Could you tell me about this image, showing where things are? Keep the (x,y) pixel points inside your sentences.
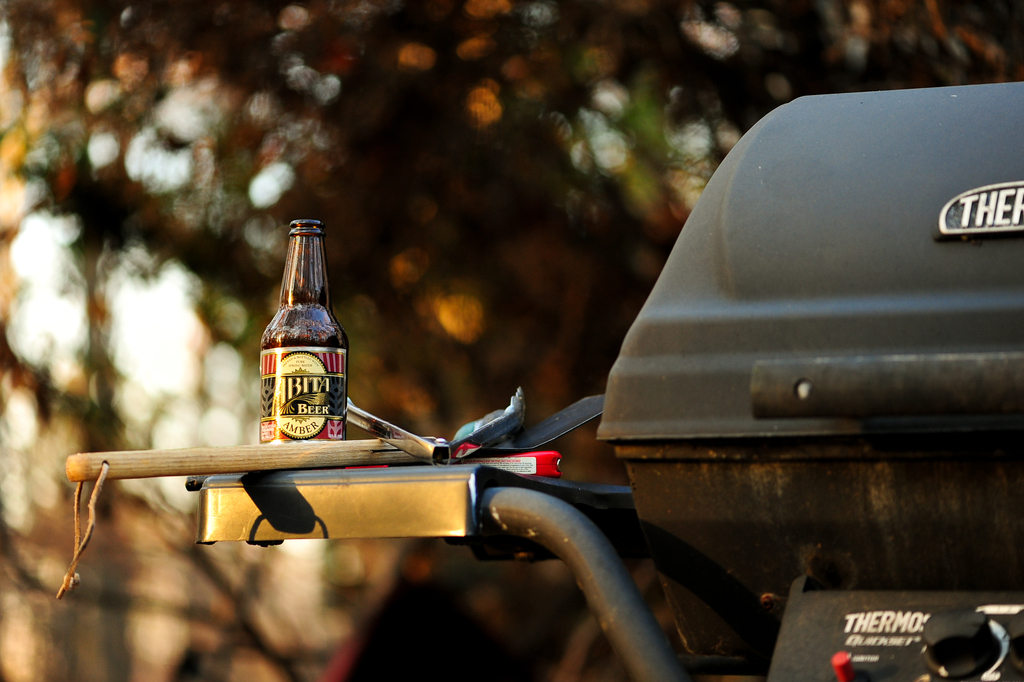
In this image in the center (656,428) there is one grill (785,415) and on the grill (344,489) there is one bottle (283,343) and some objects (368,453), in the background (463,150) there are some trees (442,191).
